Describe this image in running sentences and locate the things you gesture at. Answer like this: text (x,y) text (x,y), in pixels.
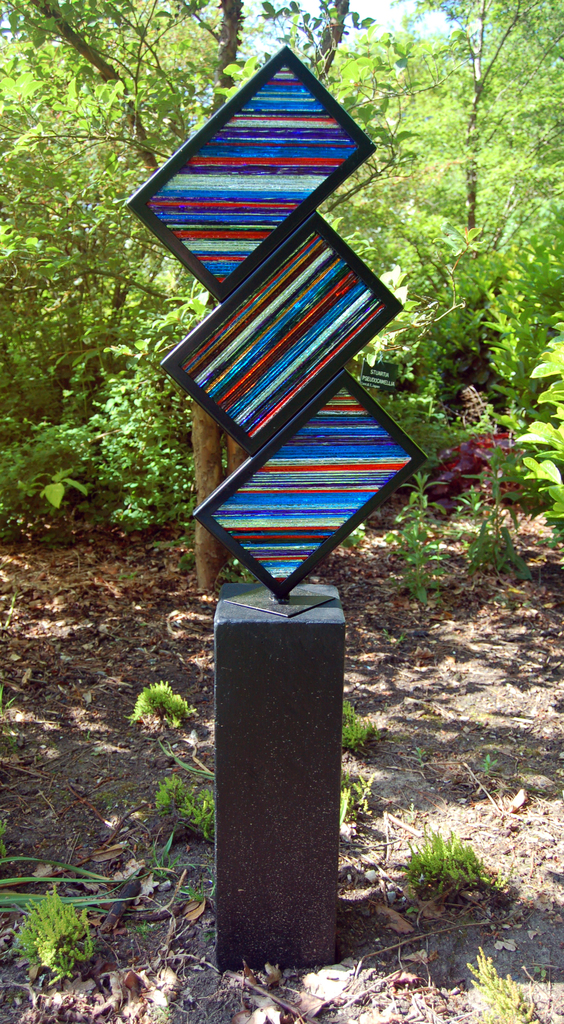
In this picture I can see boards (398,433) and I can see few trees (397,122) in the back (137,93).
